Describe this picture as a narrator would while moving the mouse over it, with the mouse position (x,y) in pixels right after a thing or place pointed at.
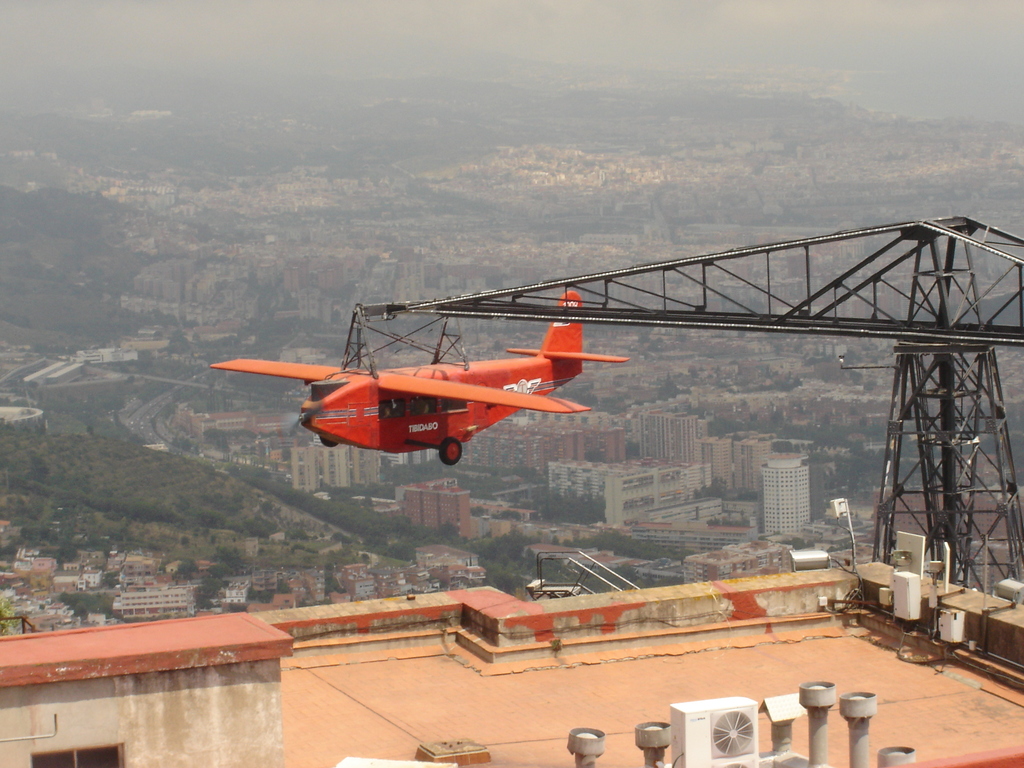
In the picture I can see a plane (381,371) which is attached to a rod (513,301) above it and there is a building (622,657) which has few objects (641,738) placed on it is below it and there are few buildings (404,179) and trees (405,154) in the background (348,152).
